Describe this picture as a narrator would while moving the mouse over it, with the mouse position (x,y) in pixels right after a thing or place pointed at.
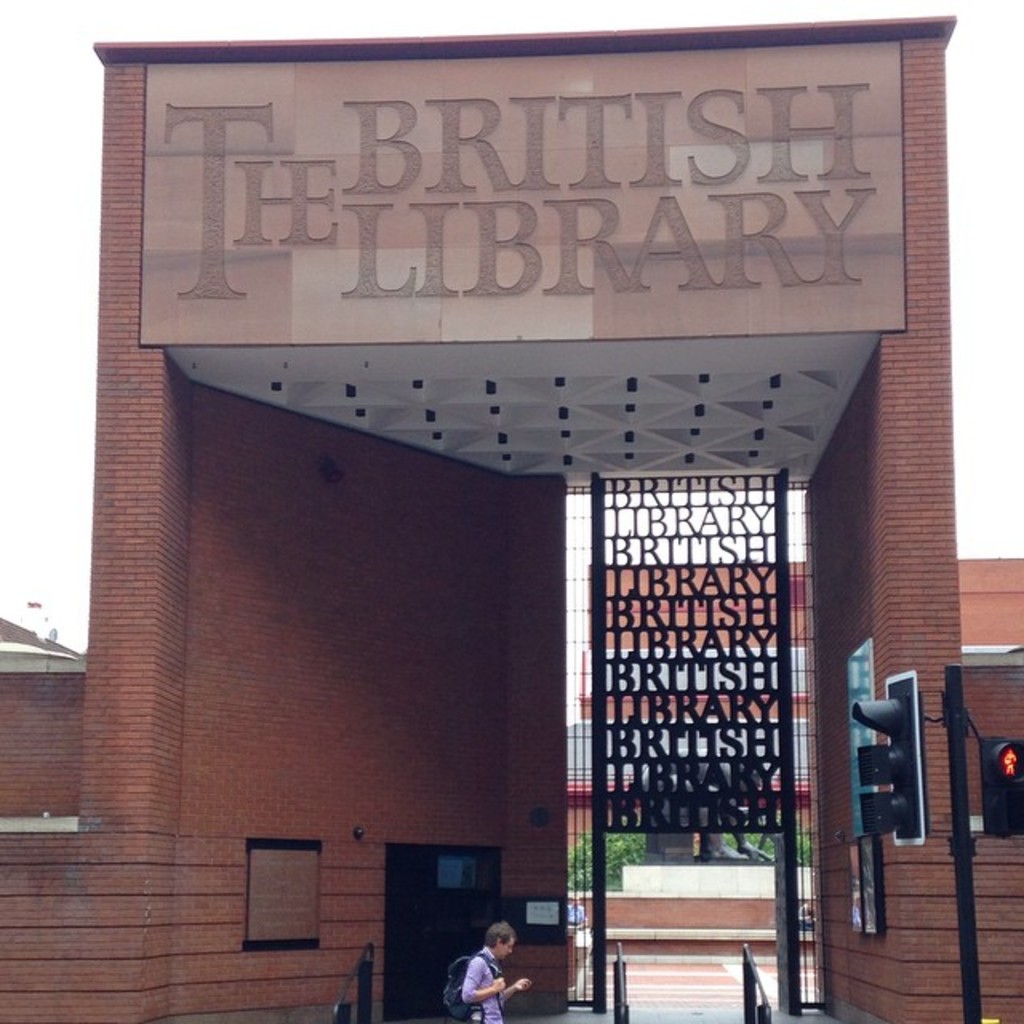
There is a building (389,276) which has the British library written on it and there is a person (476,970) and a traffic signal (967,837) in front of it.
